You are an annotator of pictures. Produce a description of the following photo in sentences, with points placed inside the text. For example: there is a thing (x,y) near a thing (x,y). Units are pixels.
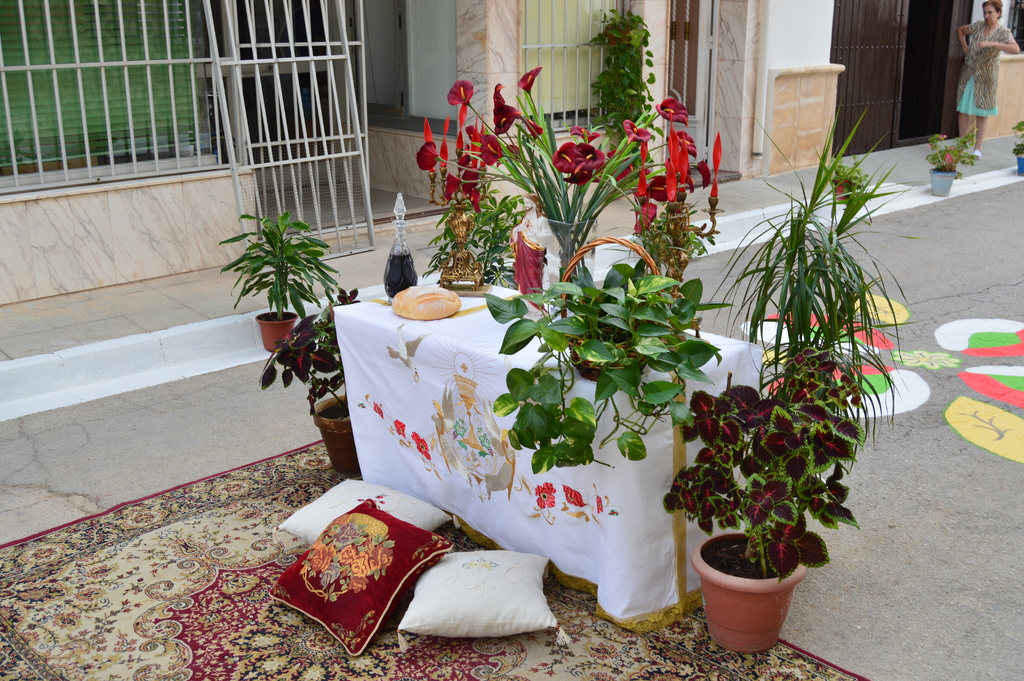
In this image there is a table (552,486) and we can see a cloth (464,404), flower vases (587,224), sculpture (536,259), jar (400,273) and an object (416,314) placed on the table (687,396). We can see houseplants (685,404) and there is a carpet (492,662). We can see cushions (392,581) placed on the carpet (291,616). In the background (123,97) there are buildings (124,103) and we can see gates (309,47). On the right (988,103) there is a lady (978,112) standing.
